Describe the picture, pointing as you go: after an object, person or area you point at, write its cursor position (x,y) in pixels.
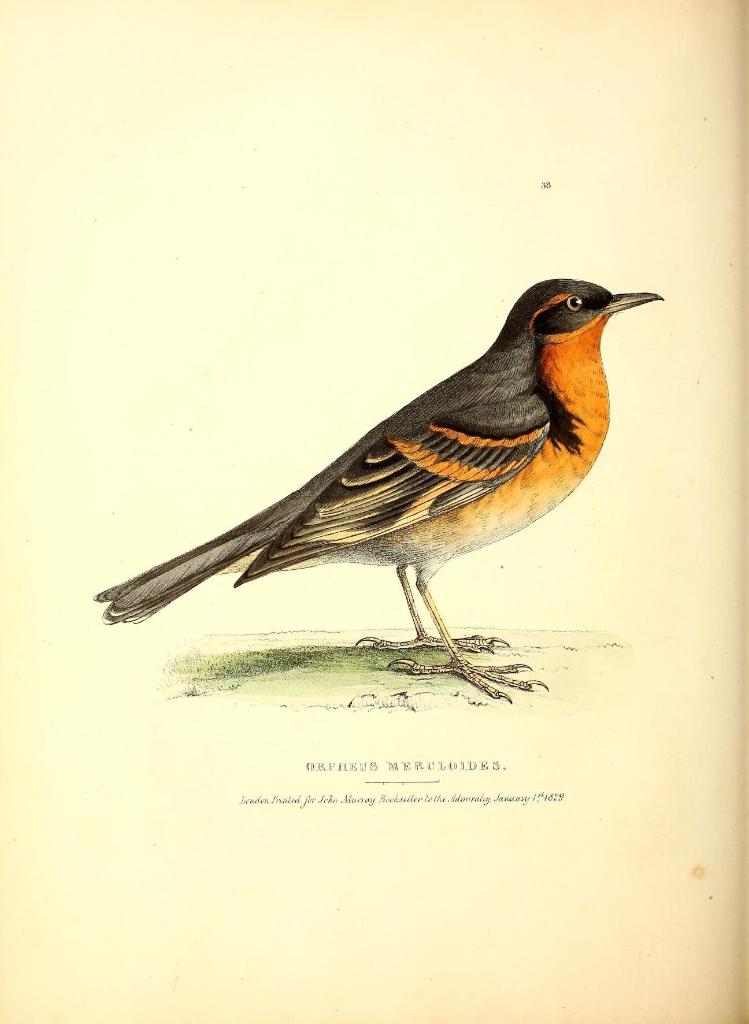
In this image we can see picture (528,527) of a bird (486,464) and text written on it.
